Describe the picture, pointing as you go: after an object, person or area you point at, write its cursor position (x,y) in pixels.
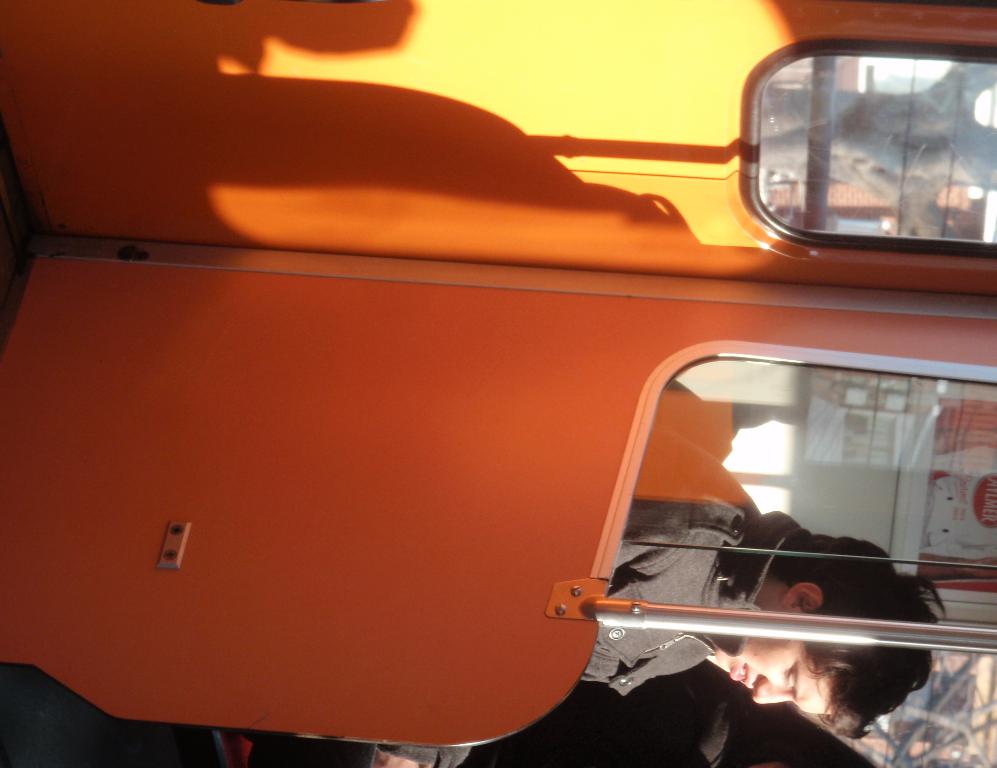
There is a person (890,666) in a vehicle (782,634) and we can see rod (745,630), glass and glass window (832,220), through this glass (860,430) we can see poster (943,537).
